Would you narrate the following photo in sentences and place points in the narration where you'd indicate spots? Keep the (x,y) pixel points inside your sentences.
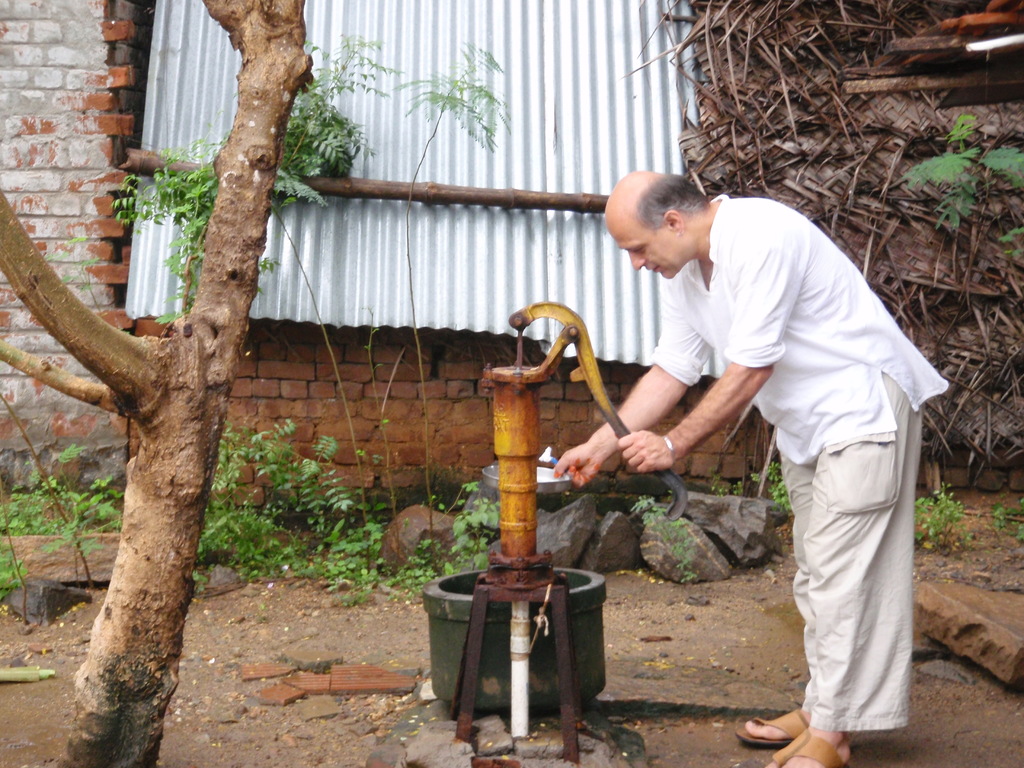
This is the man (830,679) standing and holding a hand pump (610,411). This hand pump (538,555) is yellow in color. This looks like a tub (579,602). I can see the tree trunk (218,284). These are the plants (277,469) and rocks (635,519). This looks like a wall (89,171). I think this is an iron sheet (580,103).
